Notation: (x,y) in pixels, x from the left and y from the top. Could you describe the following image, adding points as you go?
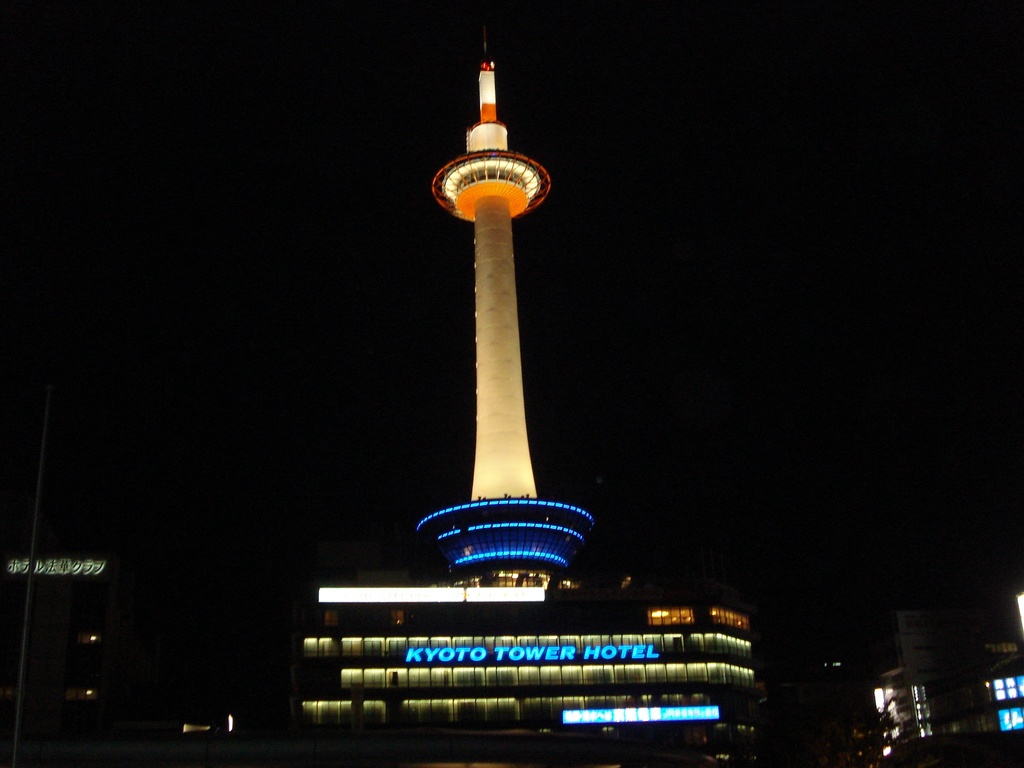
In this picture there is a Kyoto tower hotel (494,539) in the center of the image (502,484) and there are other buildings (55,644) at the bottom side of the image (41,635), there is a pole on the left side of the image (23,660).
